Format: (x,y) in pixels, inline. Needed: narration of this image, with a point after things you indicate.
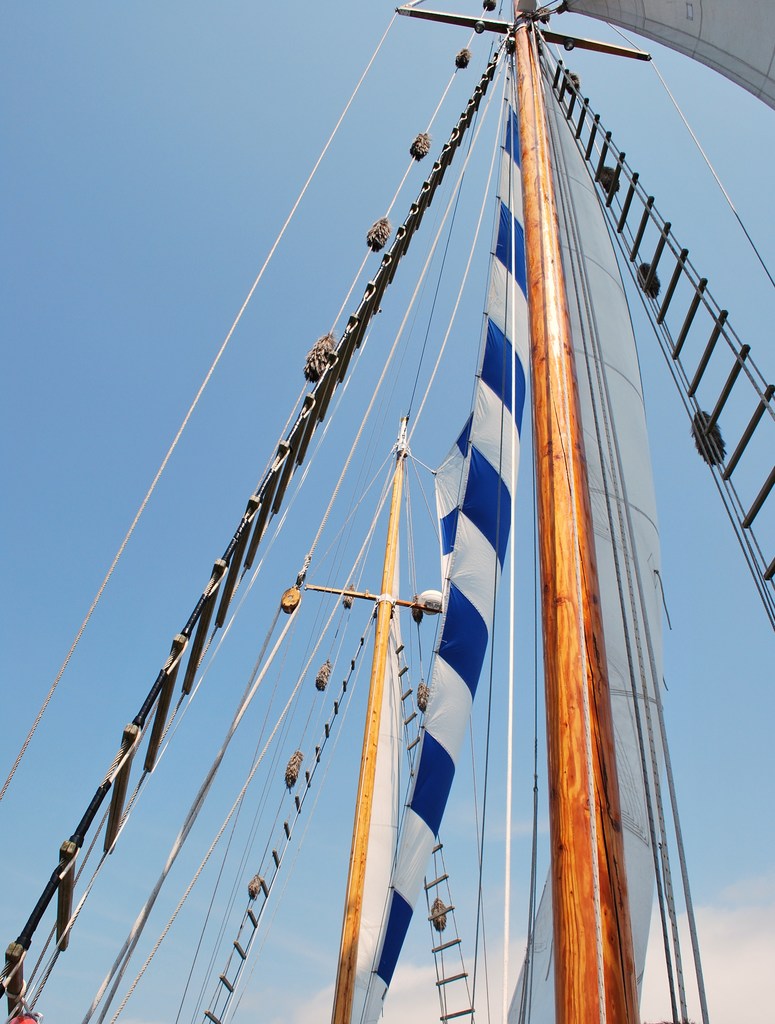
Here I can see a part of ship (653,198). There is a pole (569,920) to which a ladder (570,92), cloth (476,428) and some ropes (433,250) are attached on the top (538,57). On the top of the image (144,93) I can see the sky (126,228).
